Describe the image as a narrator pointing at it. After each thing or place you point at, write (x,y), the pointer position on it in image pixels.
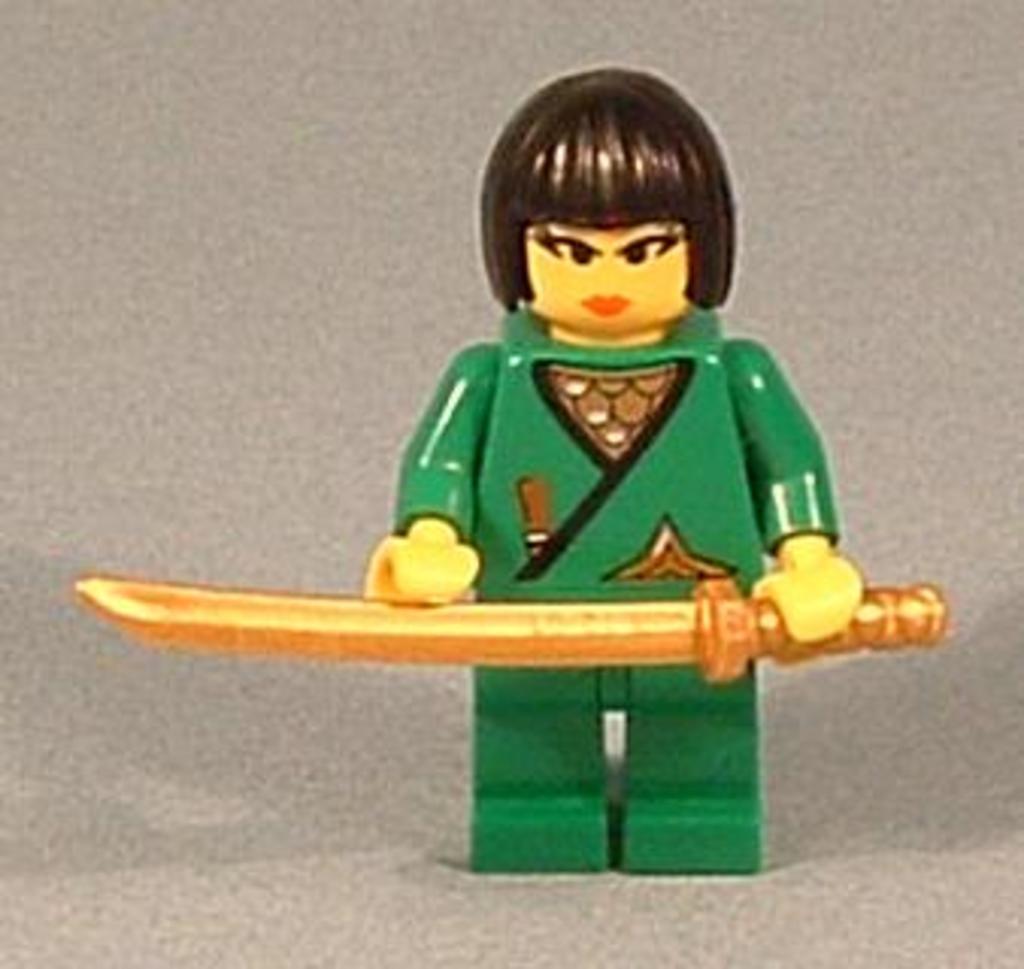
It is an animated image of a girl (769,525) holding the knife (672,624), she wore green color dress (679,760).
